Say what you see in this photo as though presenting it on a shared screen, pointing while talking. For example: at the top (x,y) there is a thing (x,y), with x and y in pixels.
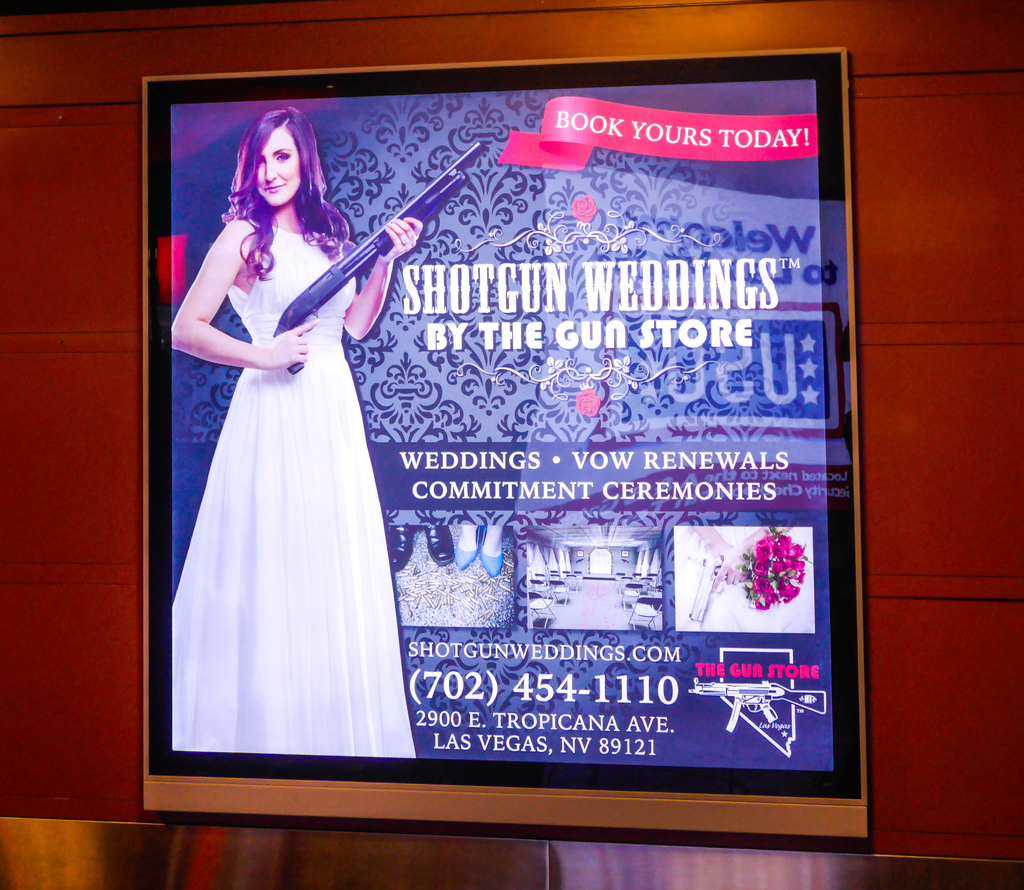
In this image we can see a screen (451,469) in which we can see a woman (342,348) holding a gun (415,197) in her hands (300,332), a group of photos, numbers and some text (453,689). In the background (29,599), we can see the wall (468,3).
